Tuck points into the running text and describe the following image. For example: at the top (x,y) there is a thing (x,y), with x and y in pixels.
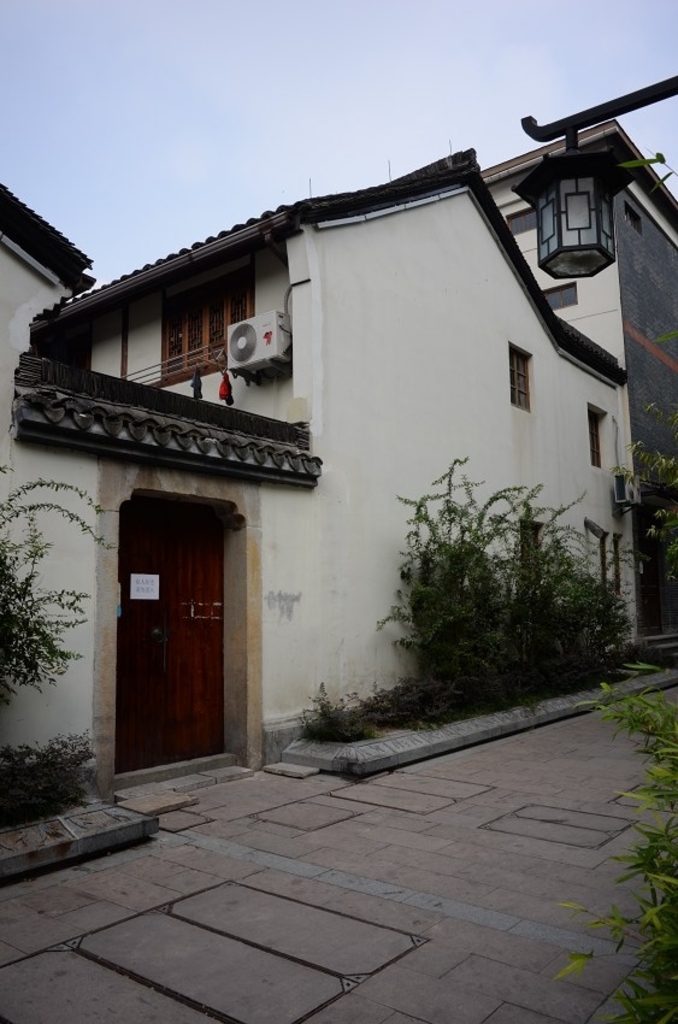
In this picture we can see the sky (398,10), building (339,372), windows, door (166,671), light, plants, air conditioners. At the bottom portion of the picture (422,893) we can see the pathway (244,979).
